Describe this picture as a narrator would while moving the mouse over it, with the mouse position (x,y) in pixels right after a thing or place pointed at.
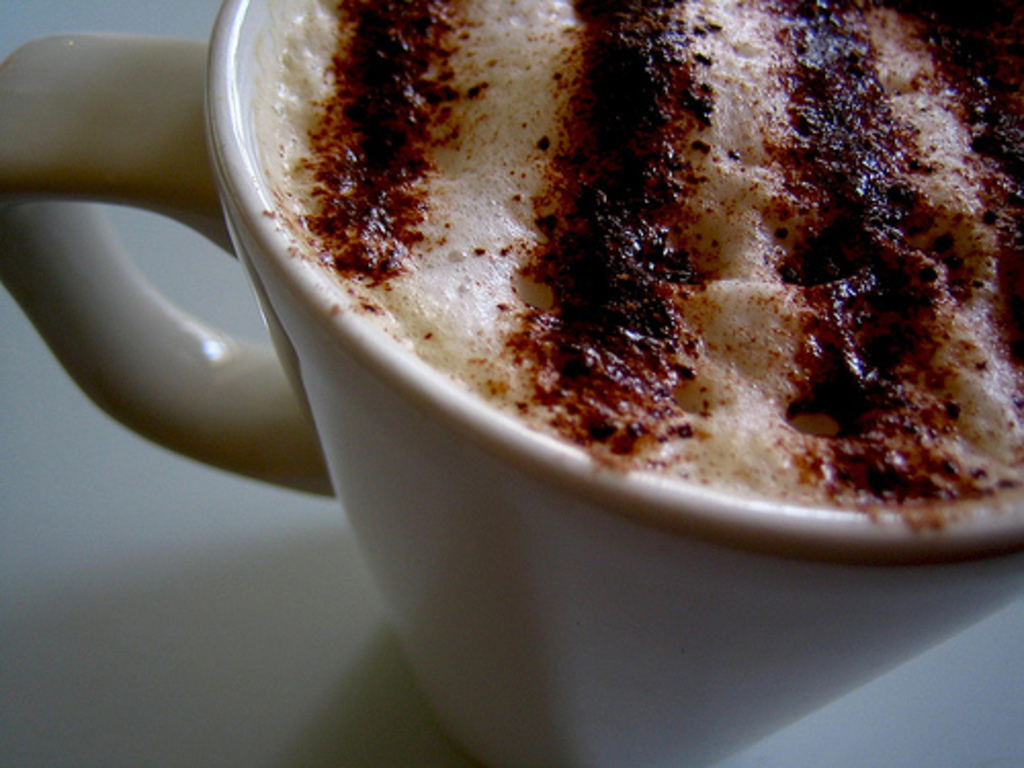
this image we can see a cappuccino (507,249) which is in the coffee cup (267,355).
